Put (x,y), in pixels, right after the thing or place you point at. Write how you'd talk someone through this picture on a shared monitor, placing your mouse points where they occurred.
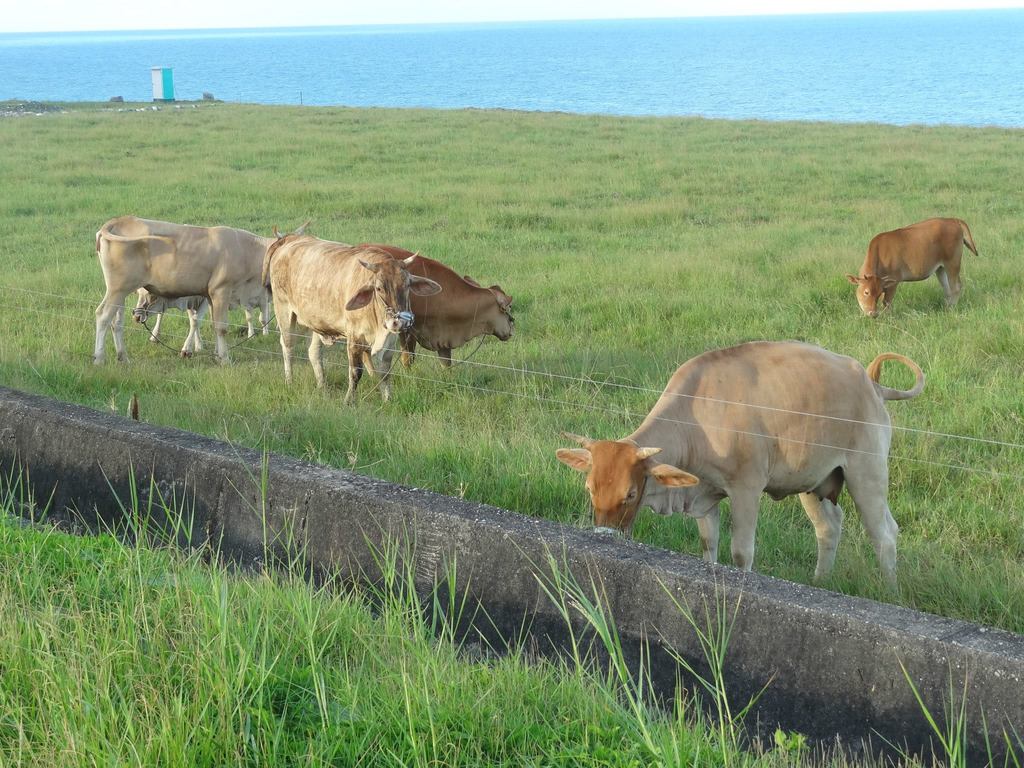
In this picture I can see cows (396,324), grass (332,219), wall (647,647), and in the background (375,77) there is water (958,111).
